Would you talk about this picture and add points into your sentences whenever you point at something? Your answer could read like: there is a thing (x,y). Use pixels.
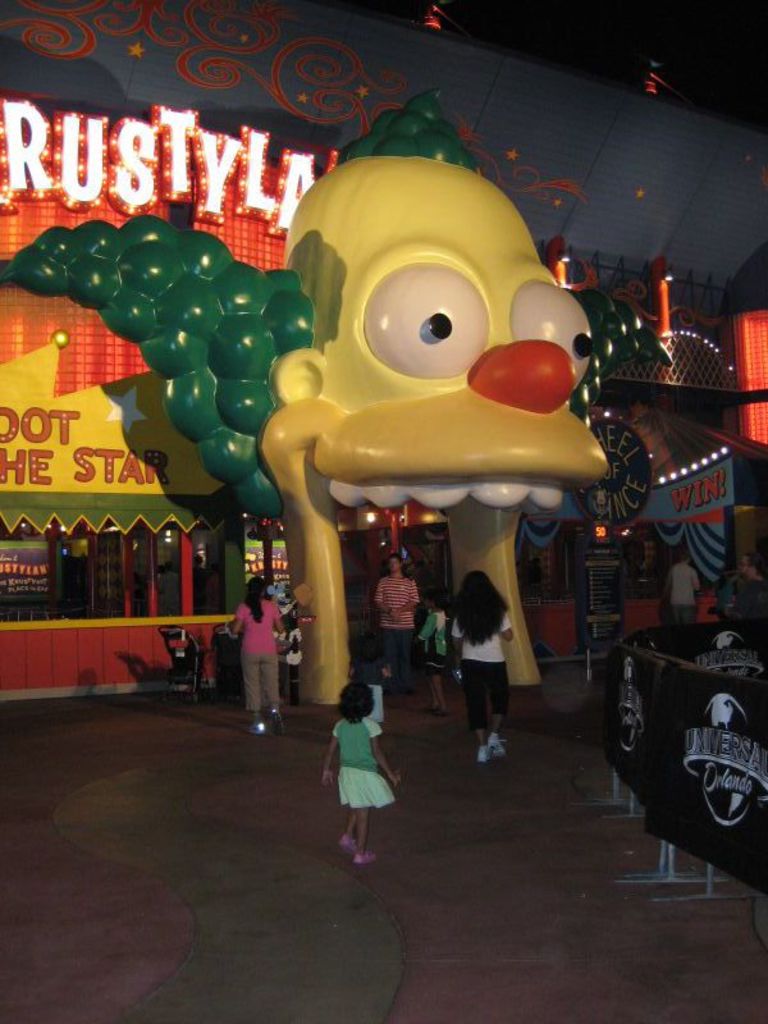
In this image there is an entrance (401,518) of an adventure room (392,523). There are few people (405,634) in front of the entrance (355,518). On the entrance (333,535) there is a joker like structure (475,499).
